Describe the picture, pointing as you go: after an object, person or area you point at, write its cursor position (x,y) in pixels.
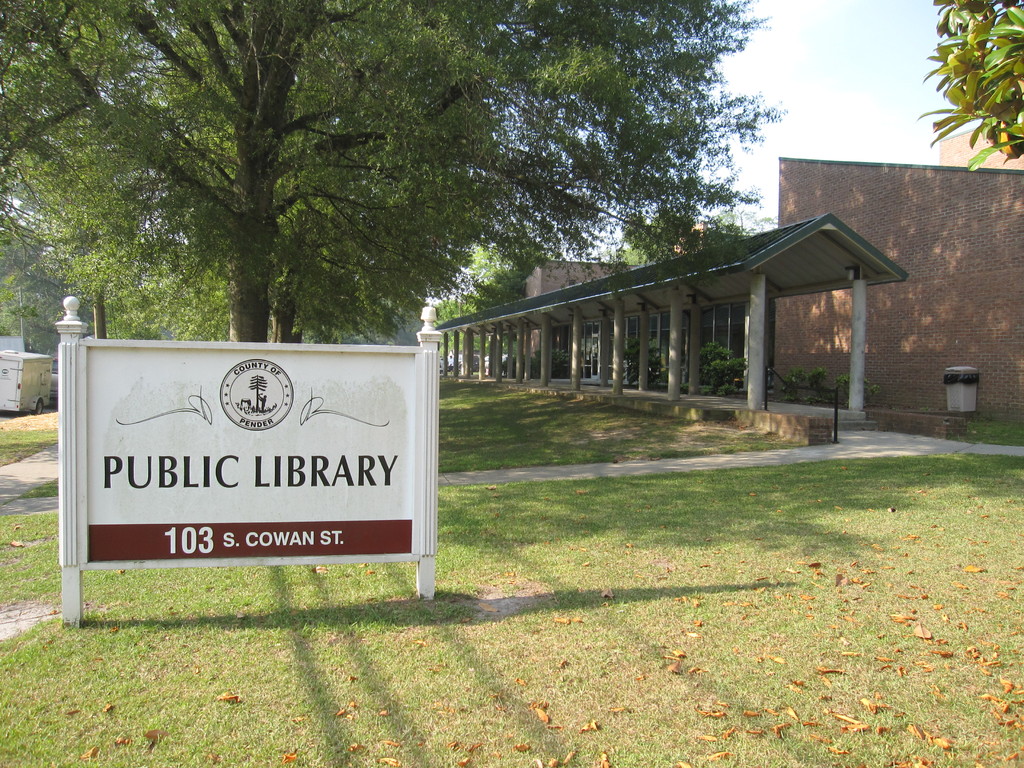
In this image, we can see a name board (348,498) with poles (425,583). Here there is a grass (616,562), trees (390,279), pillars (757,386), walls (928,309), plants (634,354), house (566,283), vehicle (19,399) and dustbin (951,398). Background (818,133) there is a sky (854,95).
